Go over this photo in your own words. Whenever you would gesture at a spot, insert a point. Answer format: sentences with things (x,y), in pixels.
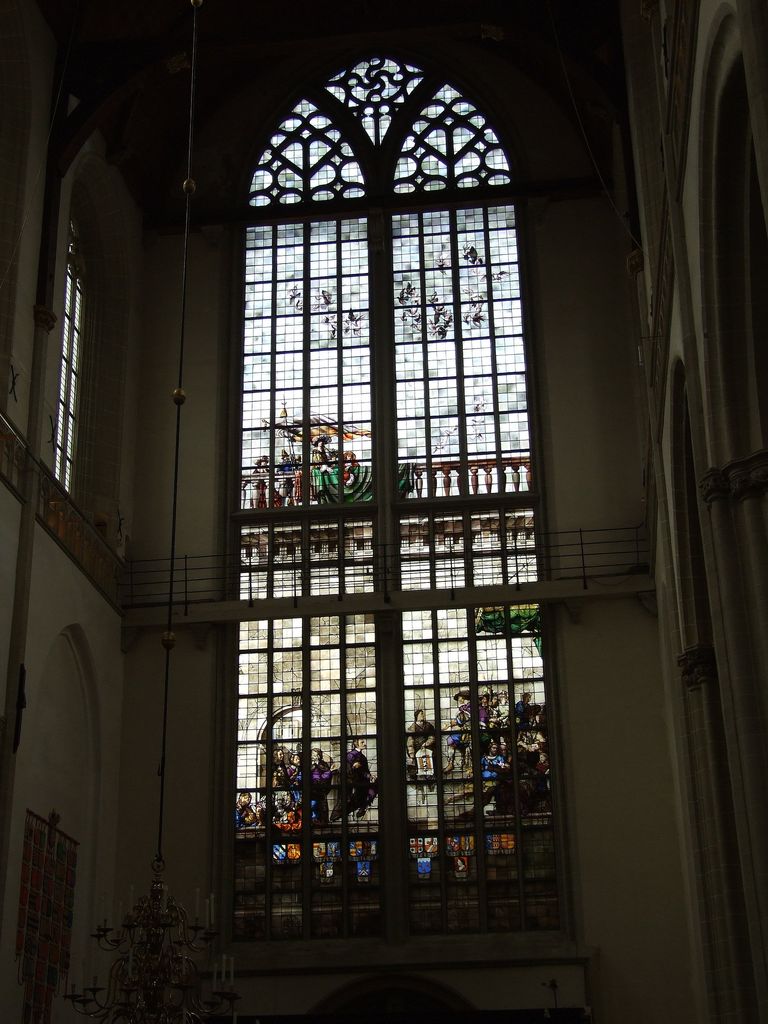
In this image we can see an inside view of a room (687,568), there is a wall (576,406), there are windows (346,437), there is a painting (481,700) on the glass window (449,677), there are objects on the wall (86,618), there is an object (194,109) towards the top of the image (195,47), there is a chandelier (160,943) towards the bottom of the image (148,935).
